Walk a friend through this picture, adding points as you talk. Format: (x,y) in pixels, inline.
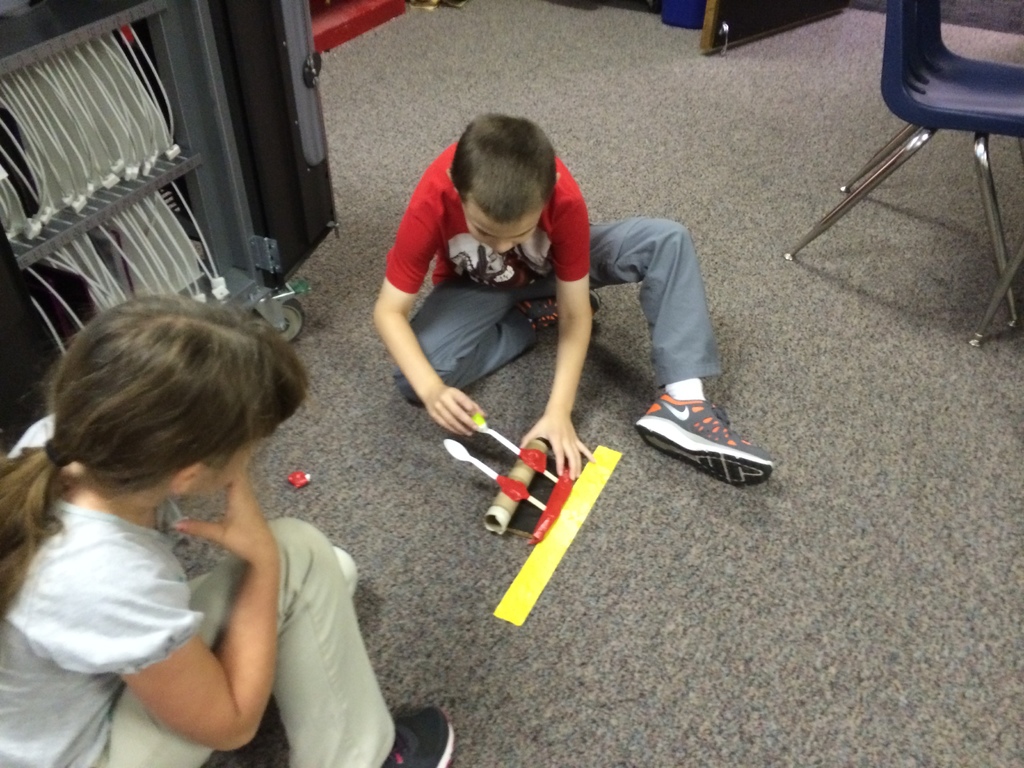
There are two persons (398,324) sitting on the floor (617,649) in this picture. The boy (522,275) in the center (509,271) is sitting and doing some work on the floor (483,504). At the left side (141,506) the girl (128,566) is squatting on the ground (405,671) and seeing the work with which the boy (510,269) is doing. At the right side (949,91) there is one empty chair (936,69). In the background (141,85) there are the shelves (170,69) and a door (743,34).
